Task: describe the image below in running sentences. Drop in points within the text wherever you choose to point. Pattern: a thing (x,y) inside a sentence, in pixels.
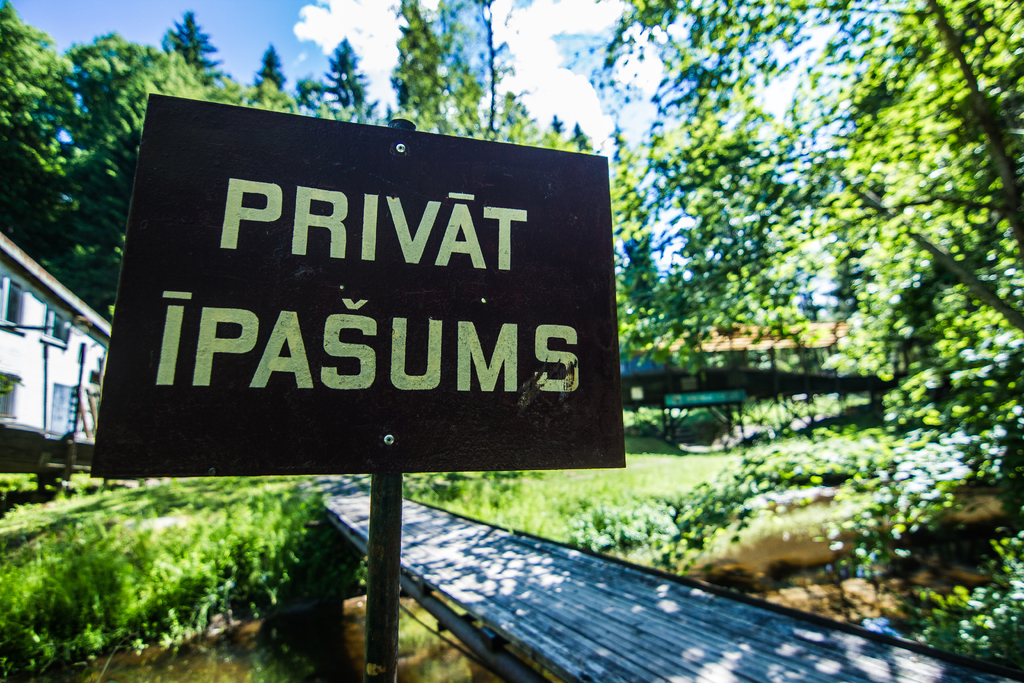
Here I can see a board (505,197) on which I can see some text (236,218). At the bottom of the image (327,616) I can see some water (286,629), on that there is a bridge (555,591). In the background (971,477) there are some houses (73,340) and trees (763,244) and also I can see a shed (800,385). On the top of the image (288,31) I can see the sky (252,25) and clouds (359,22).
